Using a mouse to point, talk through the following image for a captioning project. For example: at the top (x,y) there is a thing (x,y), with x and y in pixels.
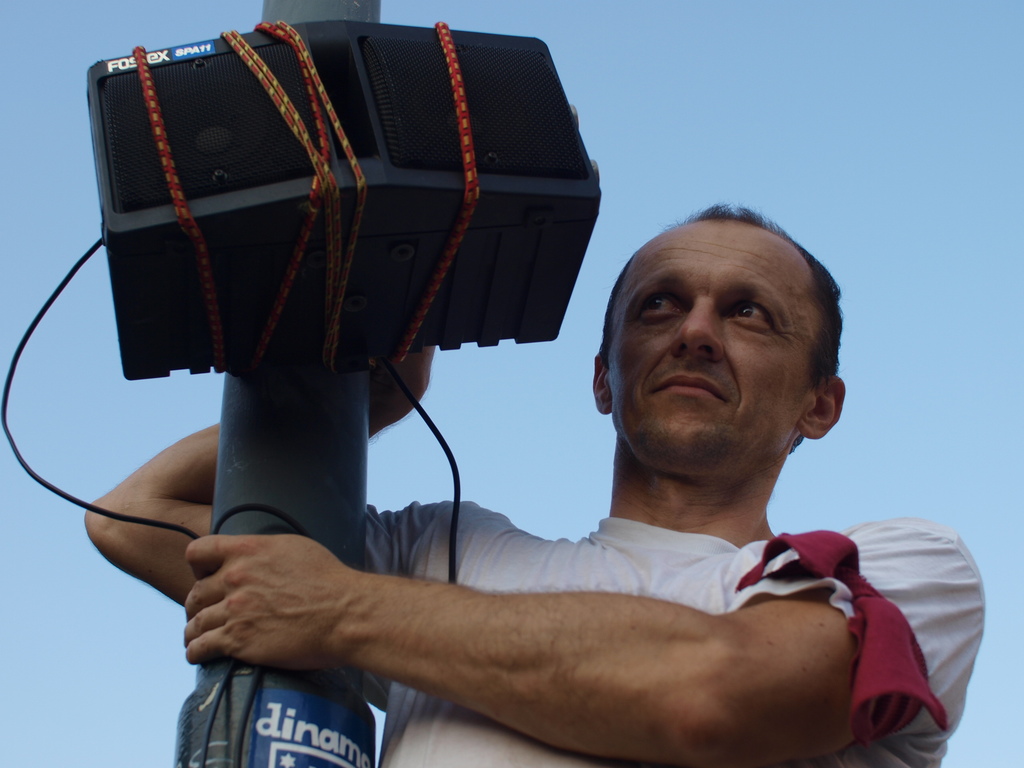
This picture shows a man (661,424) standing and holding a pole (176,723) with one hand (339,636) and he is holding a speaker (357,288) with another hand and speaker (376,154) is tied to the pole (378,16) with a rope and we see a blue sky (780,68) and man (164,567) wore a white t-shirt (485,761).
